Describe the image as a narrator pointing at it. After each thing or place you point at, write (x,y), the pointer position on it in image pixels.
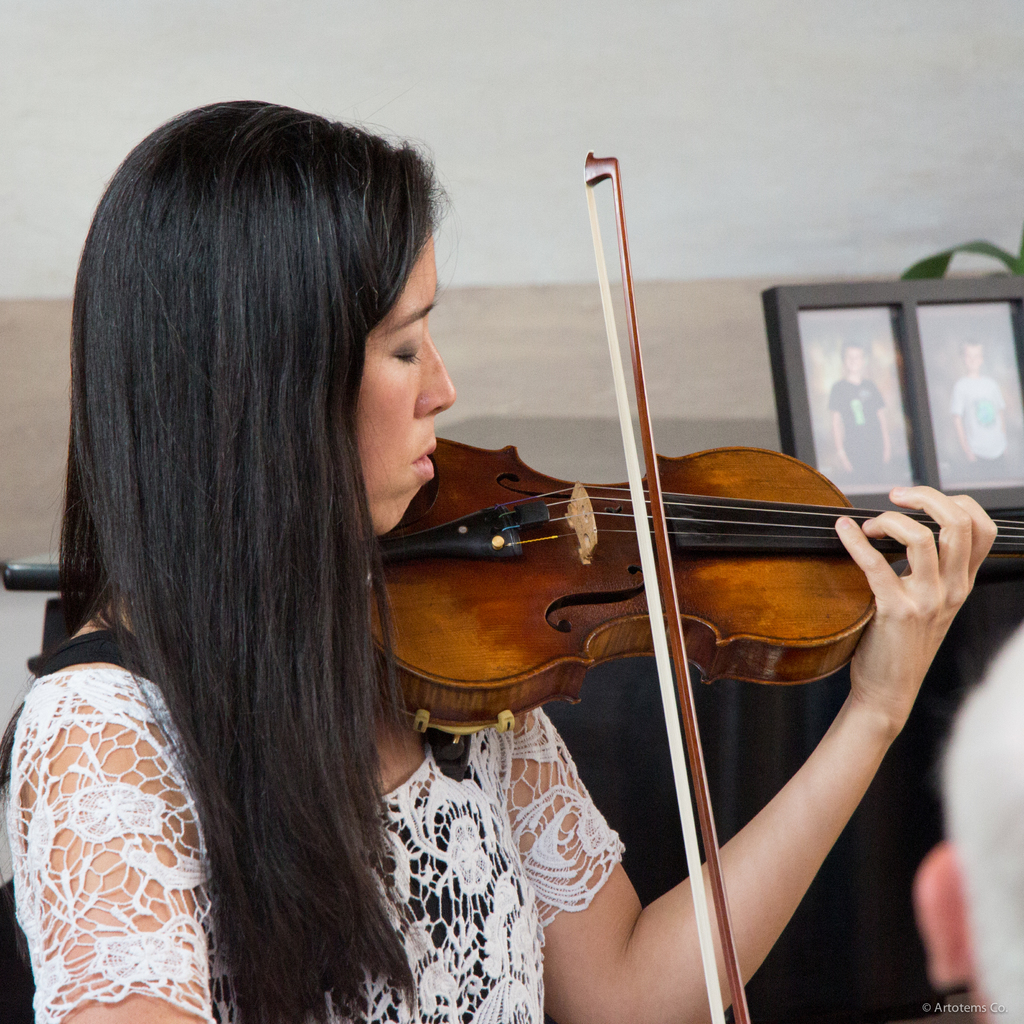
In this image in the middle (367,440) there is a woman (355,653), she is playing a violin (681,593). In the background (919,426) there are photo frames (919,426), a plant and a wall (560,287). At the bottom (983,1006) there is a text (953,1006).
